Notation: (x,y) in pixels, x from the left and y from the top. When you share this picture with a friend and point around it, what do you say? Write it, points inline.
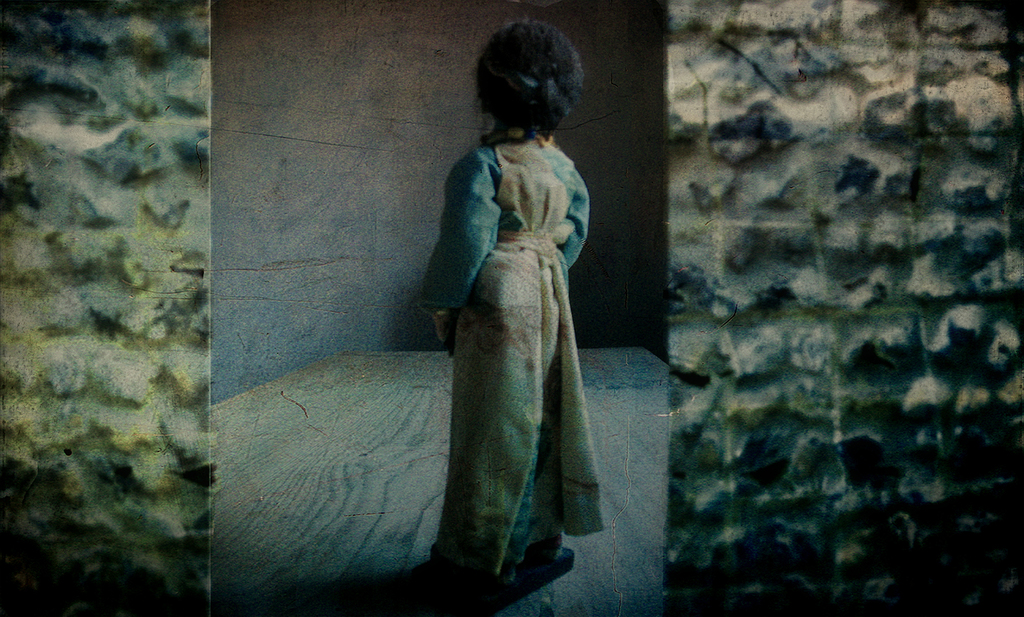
In this image I can see a person's statue (521,516) on the floor (649,544) and wall (138,215). This image is taken may be in a hall (359,299).
